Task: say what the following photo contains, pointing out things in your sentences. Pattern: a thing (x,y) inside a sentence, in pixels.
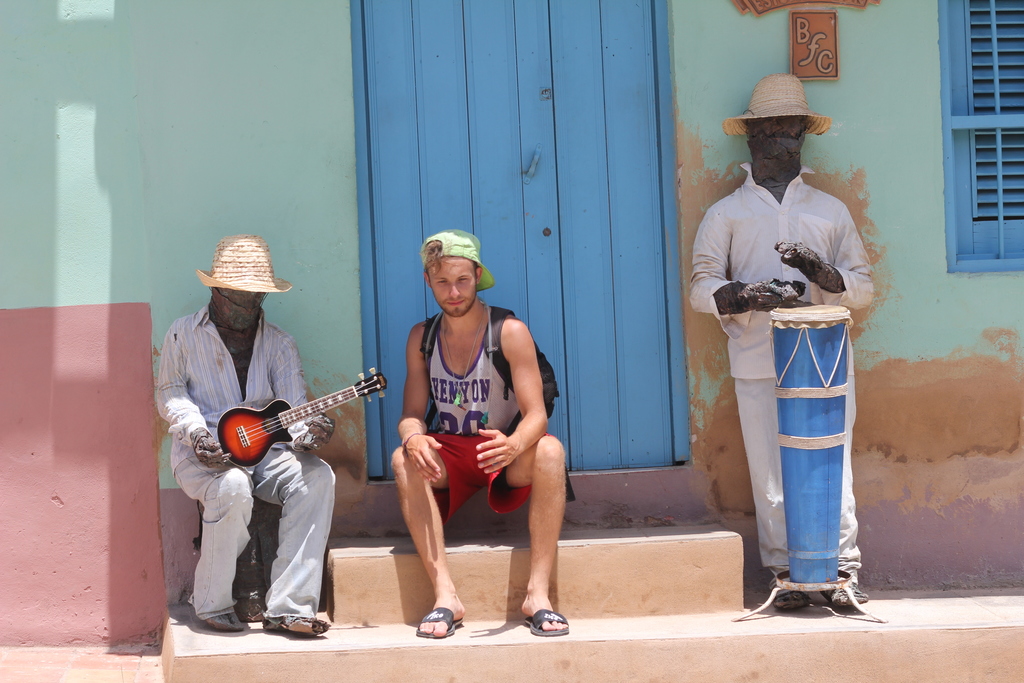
In this picture there are two statues (751,315) wearing hats (247,277). One statue (212,506) is having a guitar (240,416) in its hand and the other statue (787,199) is having a drum (791,438) in front of it and the person (456,302) is sitting on the steps (466,584) in between them. In the background (525,118), there is a door (456,114) and a wall (218,118) here.
